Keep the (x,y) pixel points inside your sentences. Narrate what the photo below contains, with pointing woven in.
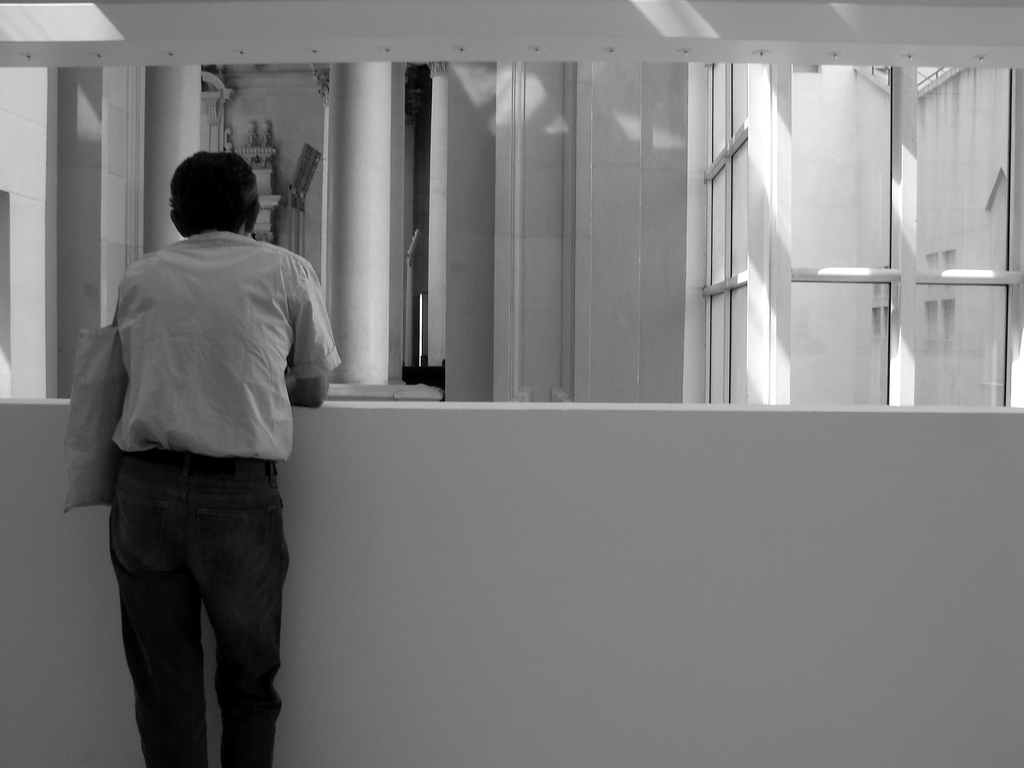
This is a black and white image. Here is the man (140,540) standing and holding a bag (96,498). This looks like a wall (758,546). These are the pillars (356,177) and glass doors (713,396).
